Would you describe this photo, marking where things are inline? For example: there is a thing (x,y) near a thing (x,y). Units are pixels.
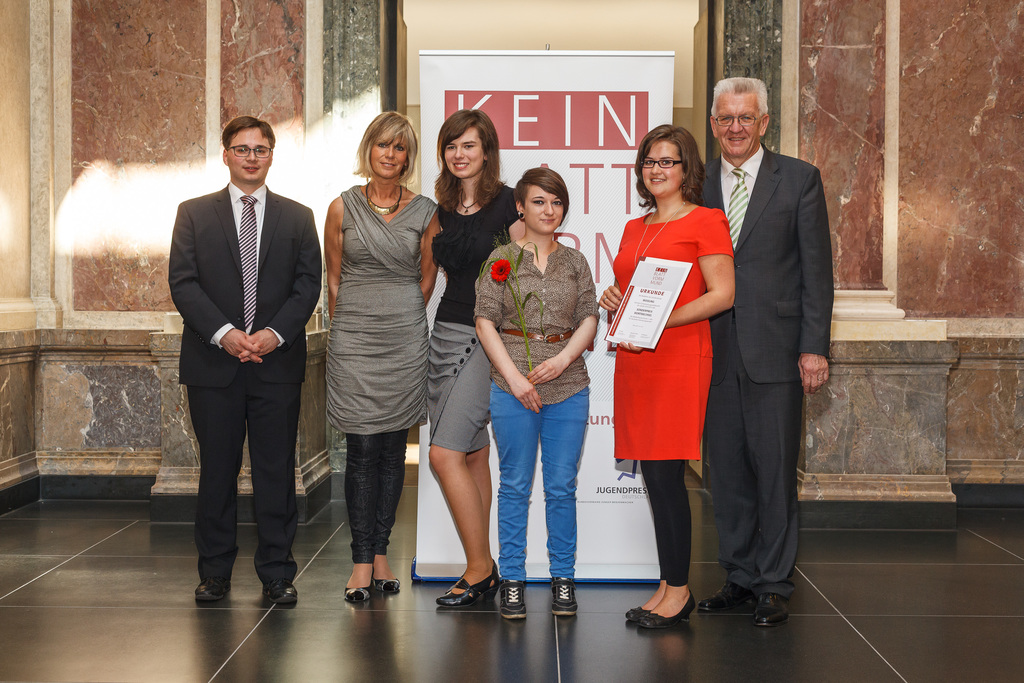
In this image we can see few people (530,307) standing on the floor (536,615), a person (500,292) is holding a flower (496,279), a person (657,364) is holding a board (655,307) and there is a banner (464,105) with text (586,178) behind the people (626,389) and there is a wall (209,89) in the background (844,215).
